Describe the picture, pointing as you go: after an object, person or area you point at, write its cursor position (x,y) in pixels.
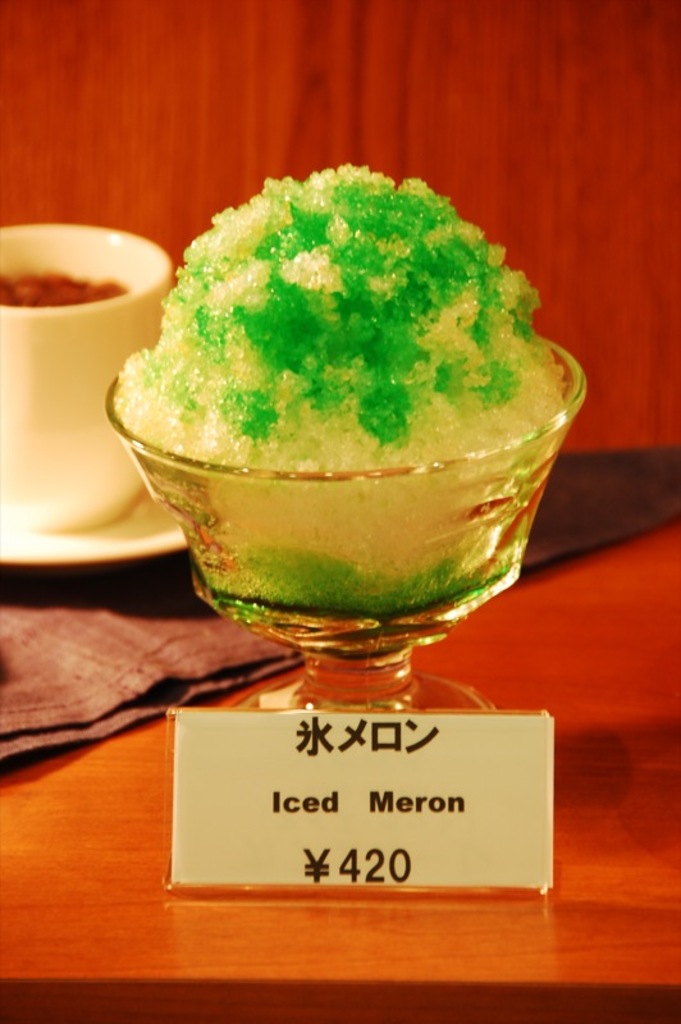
In this picture we can see ice cream (349,320) in the cup (317,495), in front of the cup (374,530) we can find a name board (398,796), on the left side of the image (107,316) we can see another cup (98,397) in the saucer (95,544), and we can find a cloth (149,692) on the table (118,823).
